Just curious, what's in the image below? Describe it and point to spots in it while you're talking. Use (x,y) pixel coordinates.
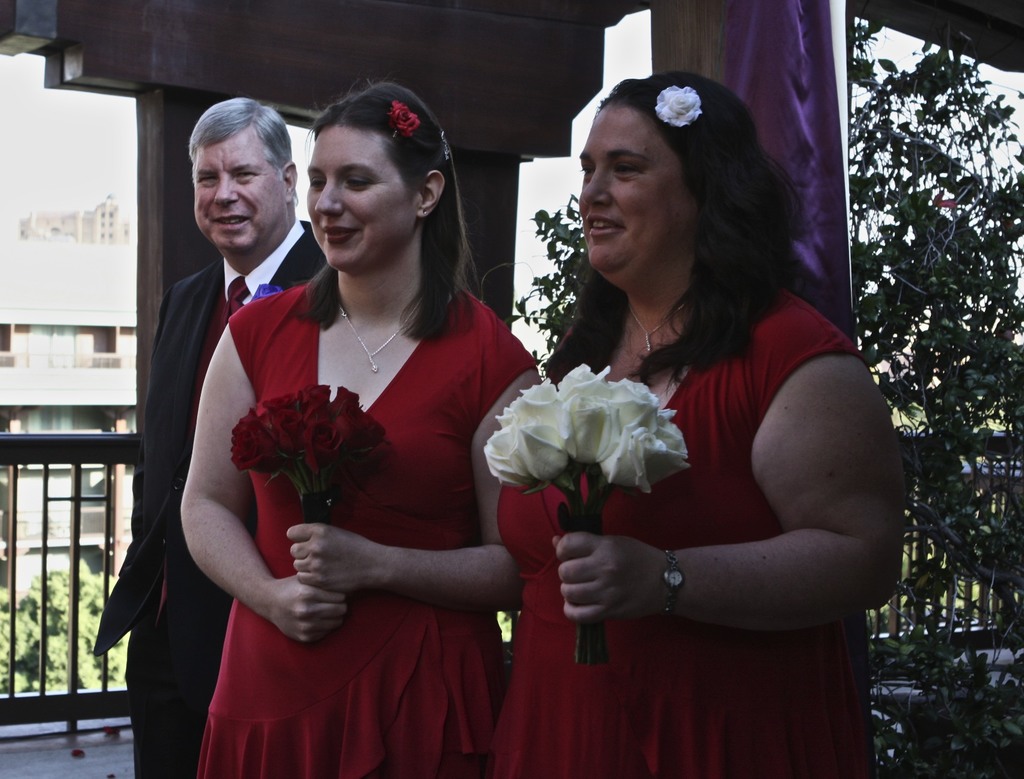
In this image, we can see a few people (515,388). Among them, some people (491,488) are holding flowers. We can see the ground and the fence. We can see some plants (4,688) and buildings (96,374).
